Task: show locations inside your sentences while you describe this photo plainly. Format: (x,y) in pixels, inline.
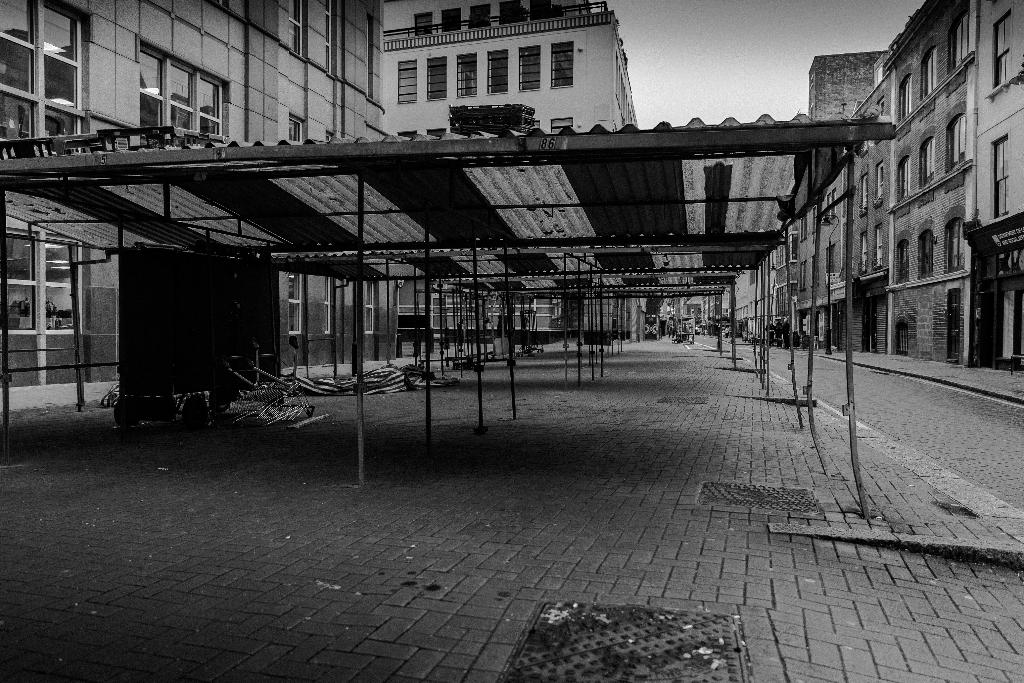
It is the black and white image in which we can see that there are tents (599,230) under which there are trolleys (141,348) and clothes (327,382). There are asbestos sheets (259,194) which are used as the cover (680,189). In the background (992,53) there are so many buildings (905,91). On the right side (924,399) there is a road (917,388). At the bottom (563,653) there are manholes (649,629).
